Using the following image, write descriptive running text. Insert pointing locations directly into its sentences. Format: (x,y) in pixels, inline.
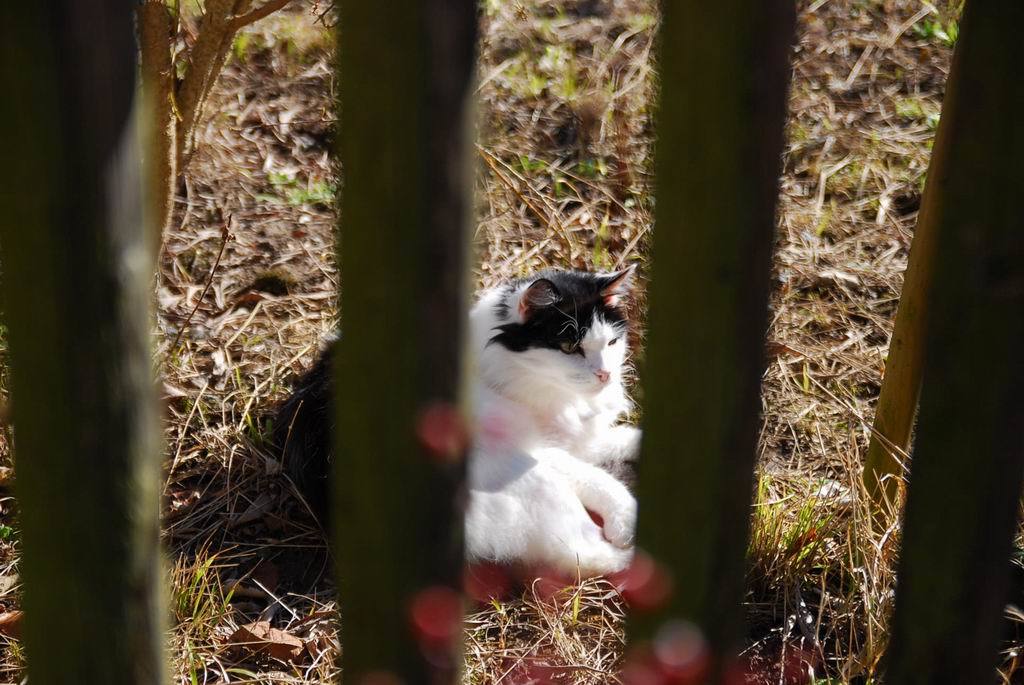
In this image we can see a cat (571,522) on the ground (776,522) and we can see the grass (520,199) on the ground (269,175) and there are some objects (920,442) which looks like a wooden logs (673,104).
